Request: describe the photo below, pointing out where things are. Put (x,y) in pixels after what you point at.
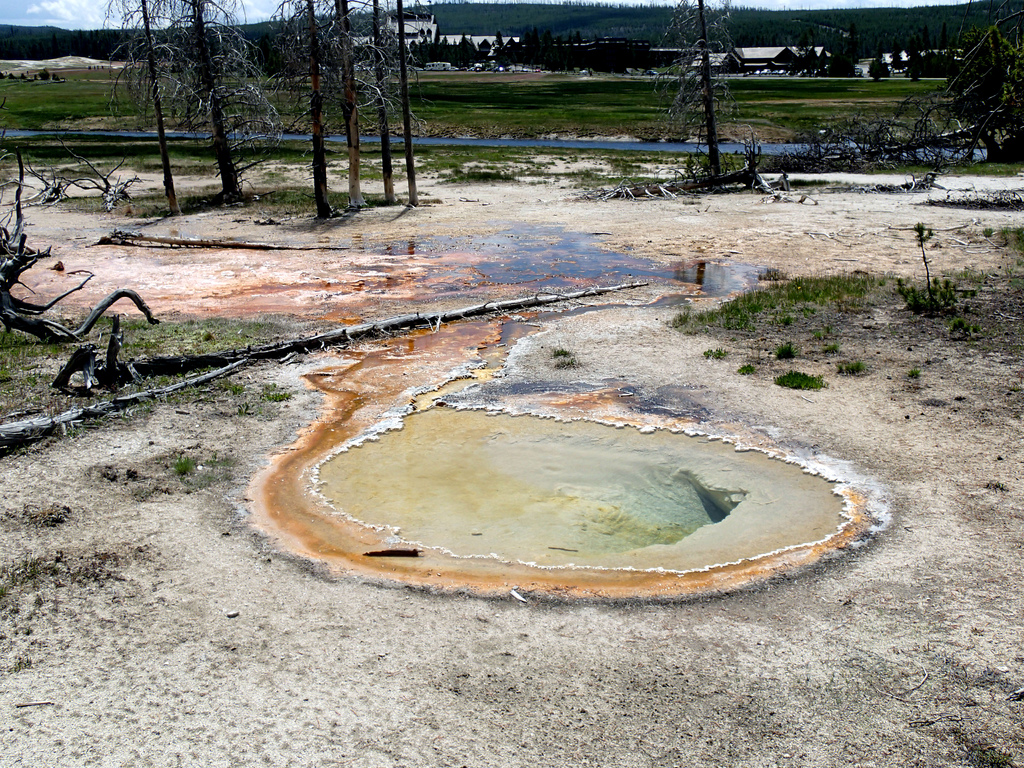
In this image we can see pond (433,442), trees (259,89), grass (808,294), buildings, hills (480,13) and sky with clouds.
